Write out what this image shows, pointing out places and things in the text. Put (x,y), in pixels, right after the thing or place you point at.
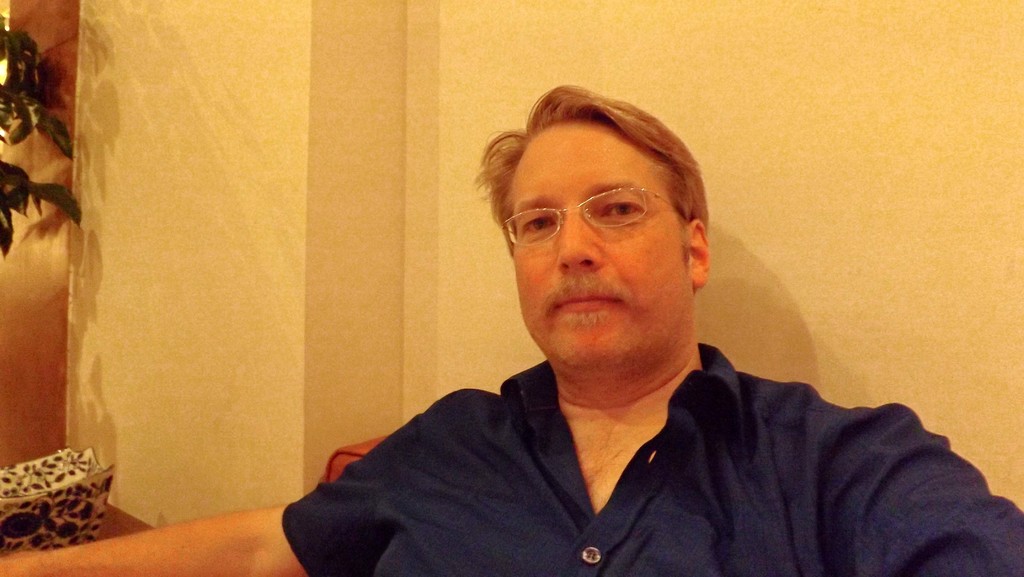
In this image I can see a man (526,463) in the front (597,521). I can see he is wearing blue color dress (570,468) and a specs (605,227). On the left side of the image (35,492) a plant (11,34) and a white colour thing (71,468).
